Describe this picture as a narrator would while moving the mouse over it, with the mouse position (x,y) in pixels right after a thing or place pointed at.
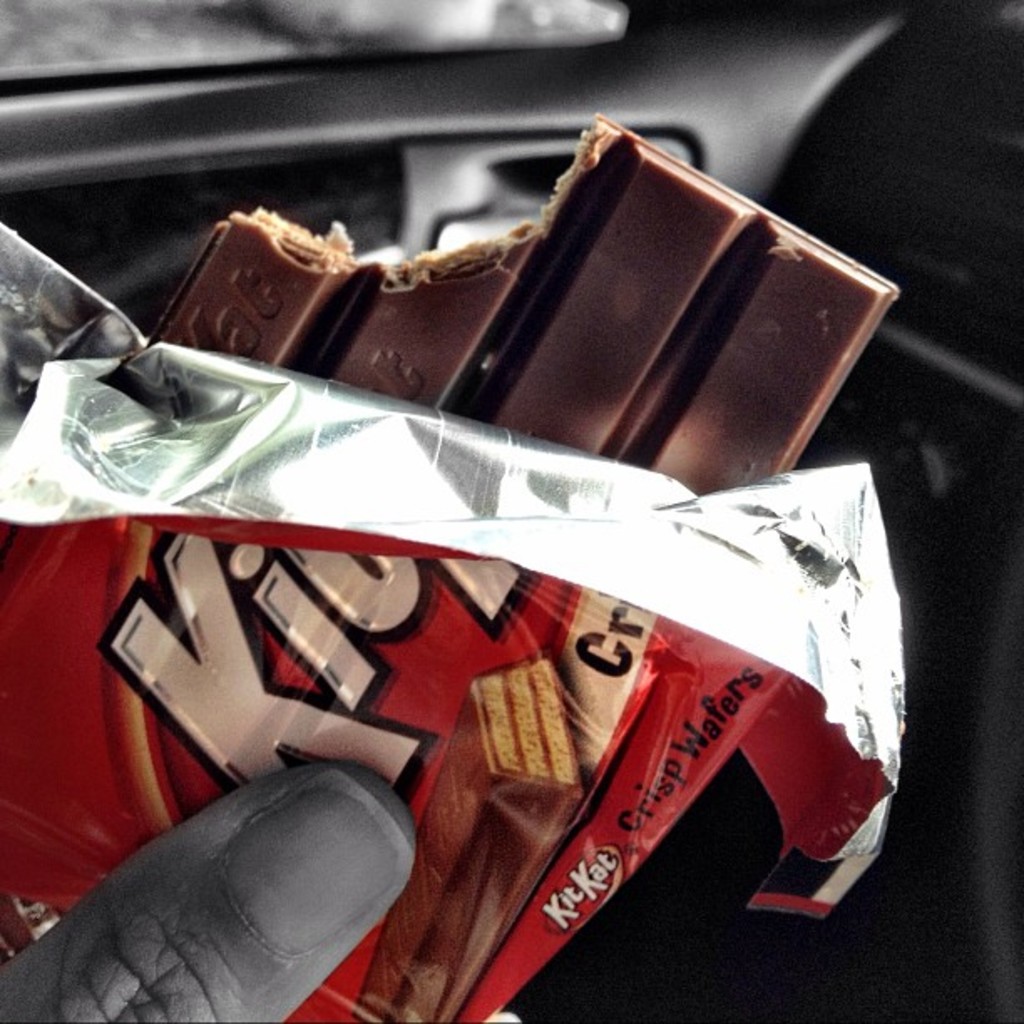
In this picture we can see a person (209,949) is holding kitkat chocolate (491,411).
